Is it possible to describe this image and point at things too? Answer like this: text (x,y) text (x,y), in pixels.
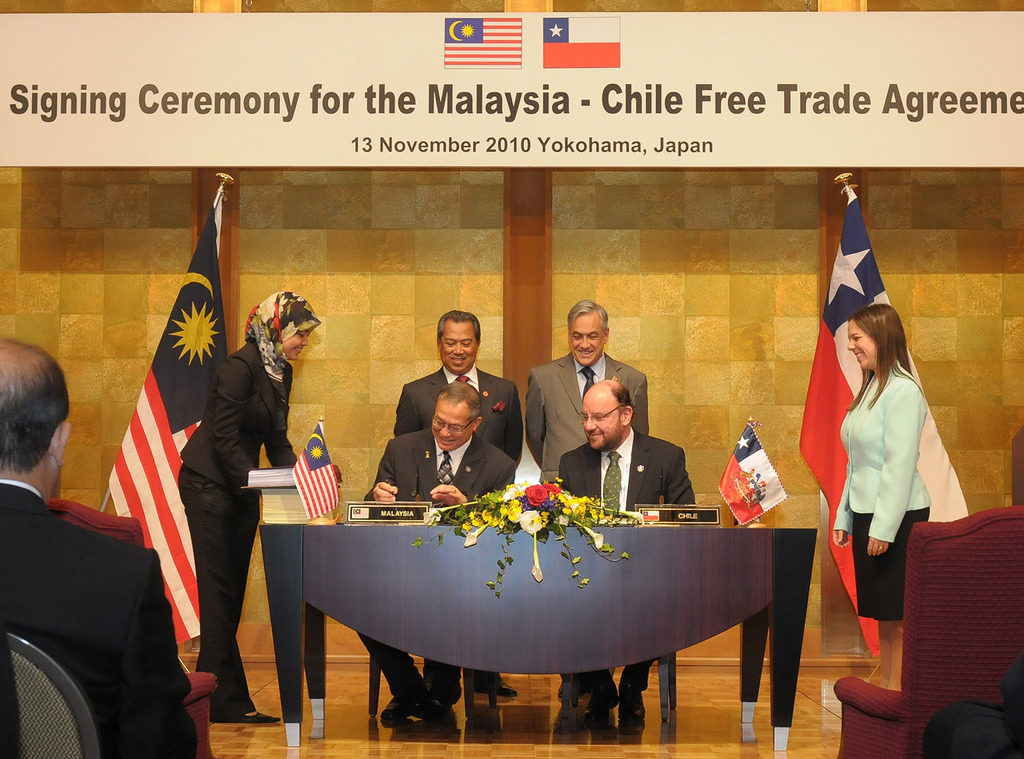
In this picture we can see four persons (636,371) are standing and two (630,424) are persons (654,444) sitting in front of a table (531,577), there is a man (136,548) sitting on a chair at the left bottom (109,551), in the background (848,363) there are two flags (212,302), a wall (452,287) and a board (591,87), we can see some text (448,102) on the board (370,77).
